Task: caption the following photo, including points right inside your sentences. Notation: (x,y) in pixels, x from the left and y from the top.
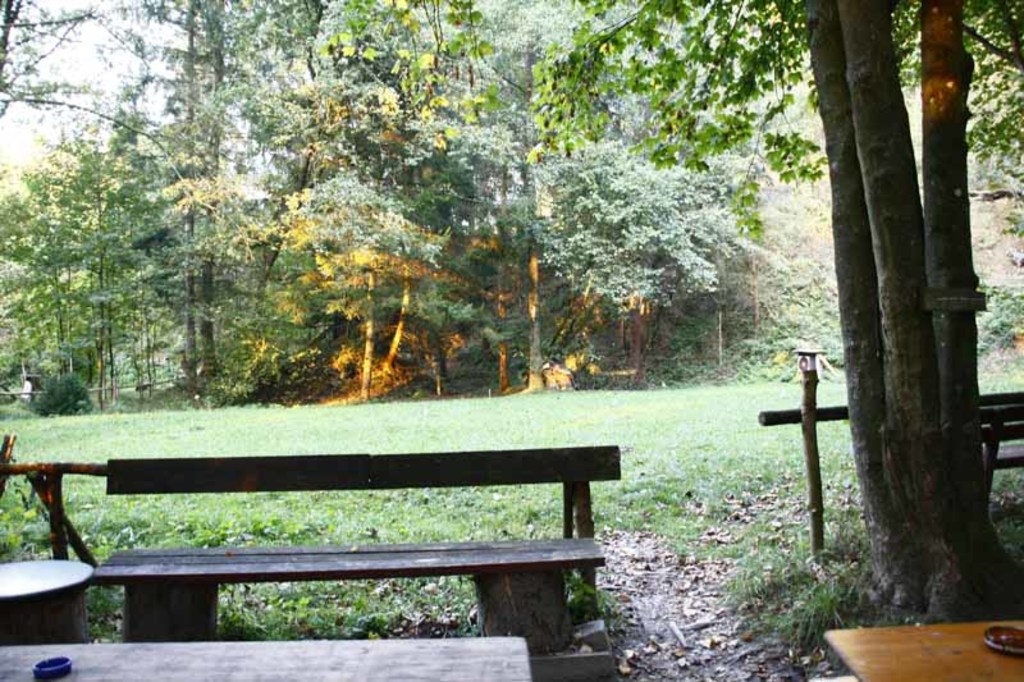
In this picture I can see the benches (415,569) and tables (293,668). I can see trees (726,230). I can see green grass (338,415).
